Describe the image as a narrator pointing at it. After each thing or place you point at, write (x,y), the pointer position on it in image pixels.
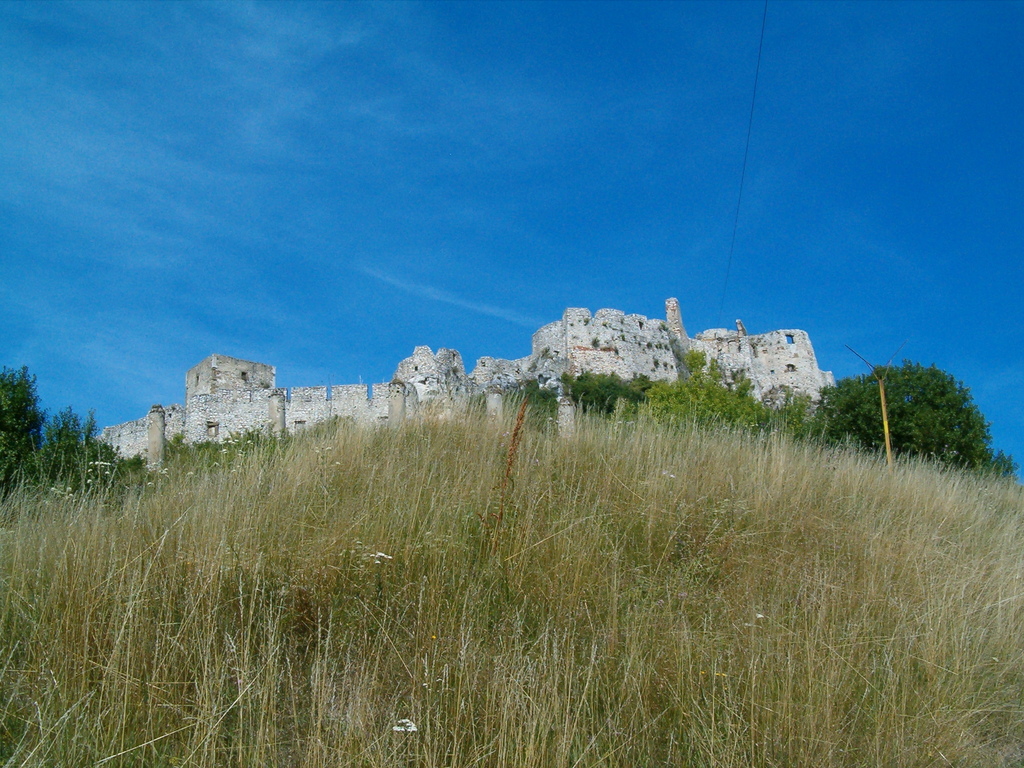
In the picture I can see grass (612,537), stone fort (769,363), trees (945,452) and the blue color sky (459,315) in the background (493,304).
